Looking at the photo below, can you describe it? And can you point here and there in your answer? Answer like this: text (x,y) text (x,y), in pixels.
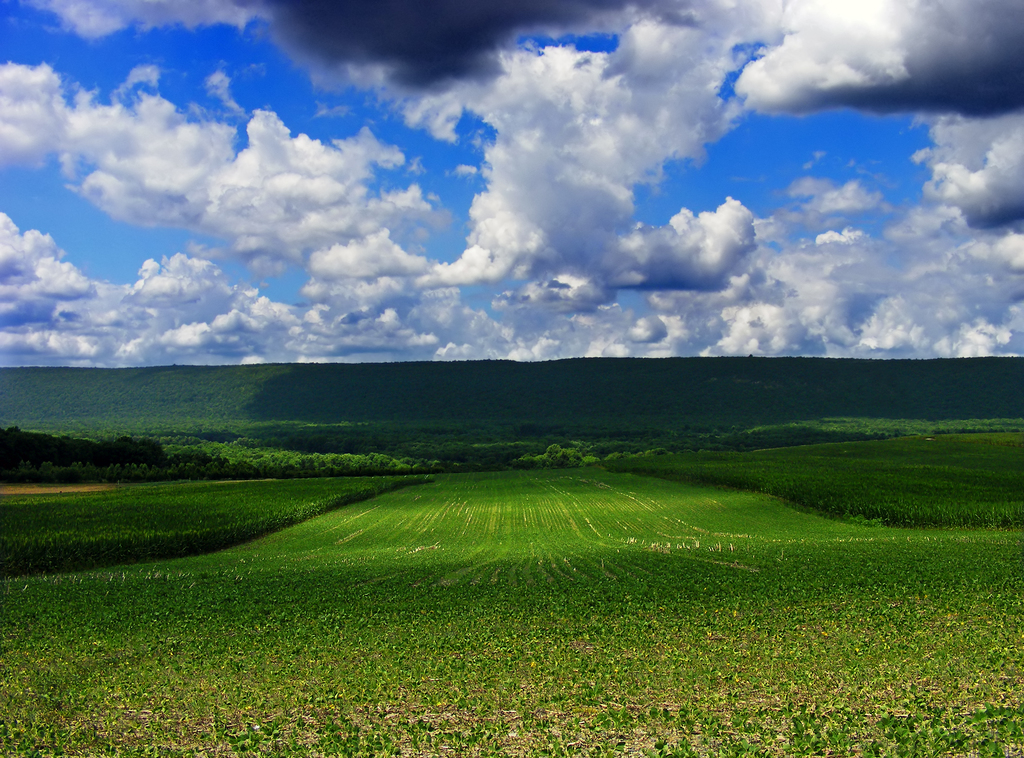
In this picture there is greenery (944,451) at the bottom side of the image (38,578) and there is sky (437,177) at the top side of the image (532,40).
